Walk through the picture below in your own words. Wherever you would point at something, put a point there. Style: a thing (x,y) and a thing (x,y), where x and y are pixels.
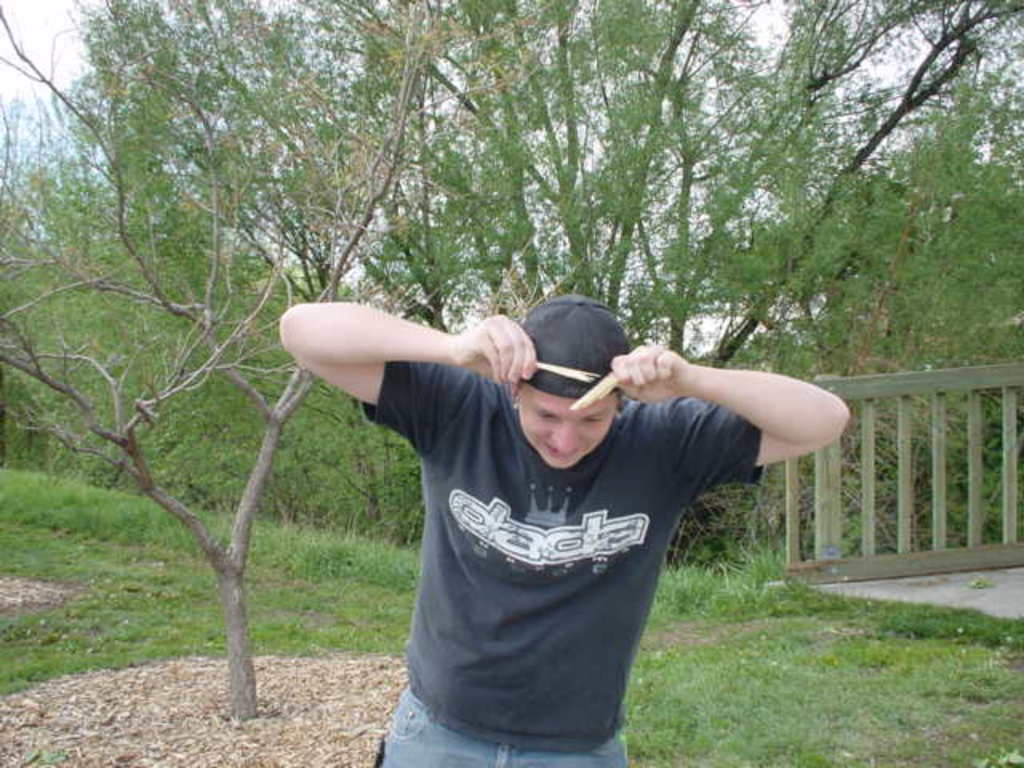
In this image we can see a person (501,496) holding some objects (565,370) in his hands (469,360) and there are some trees (349,200) and grass (668,748) on the ground (762,692). We can see the wooden fence (943,436) on the right side of the image (932,372) and we can see the sky (969,20).
